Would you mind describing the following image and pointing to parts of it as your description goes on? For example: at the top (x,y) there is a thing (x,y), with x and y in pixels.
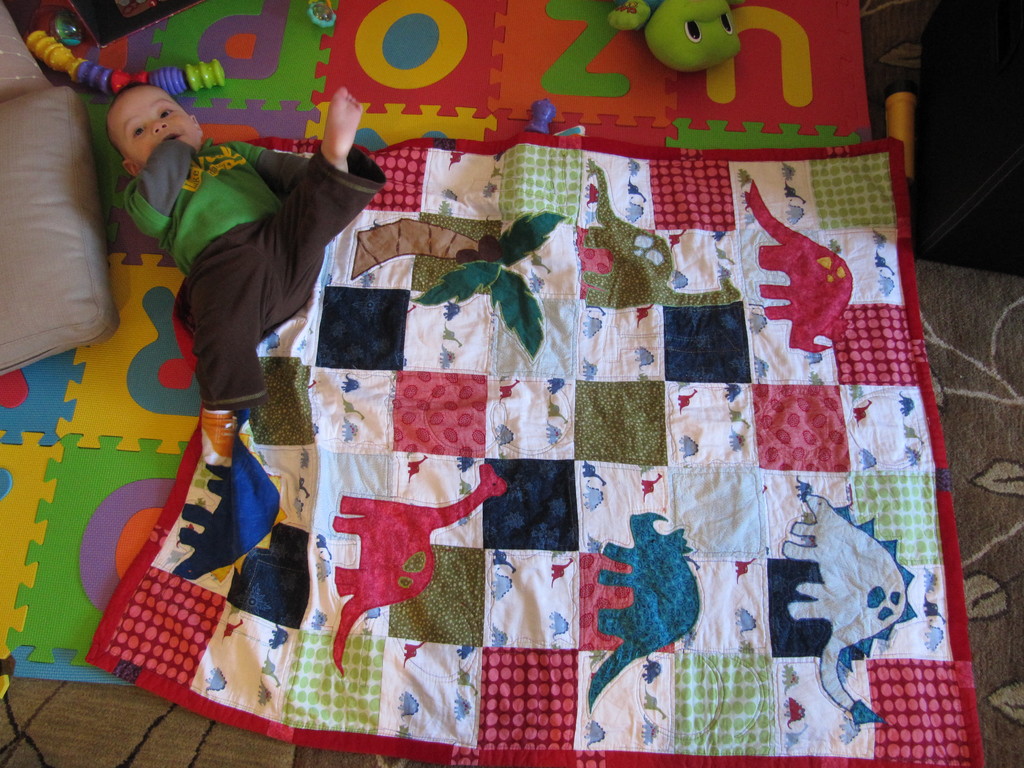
In this picture we can see a baby (186,241) is lying on the cloth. On the left side of the image (64,173), it looks like a pillow (67,204). At the top of the image (701,51), there are toys (685,69).
